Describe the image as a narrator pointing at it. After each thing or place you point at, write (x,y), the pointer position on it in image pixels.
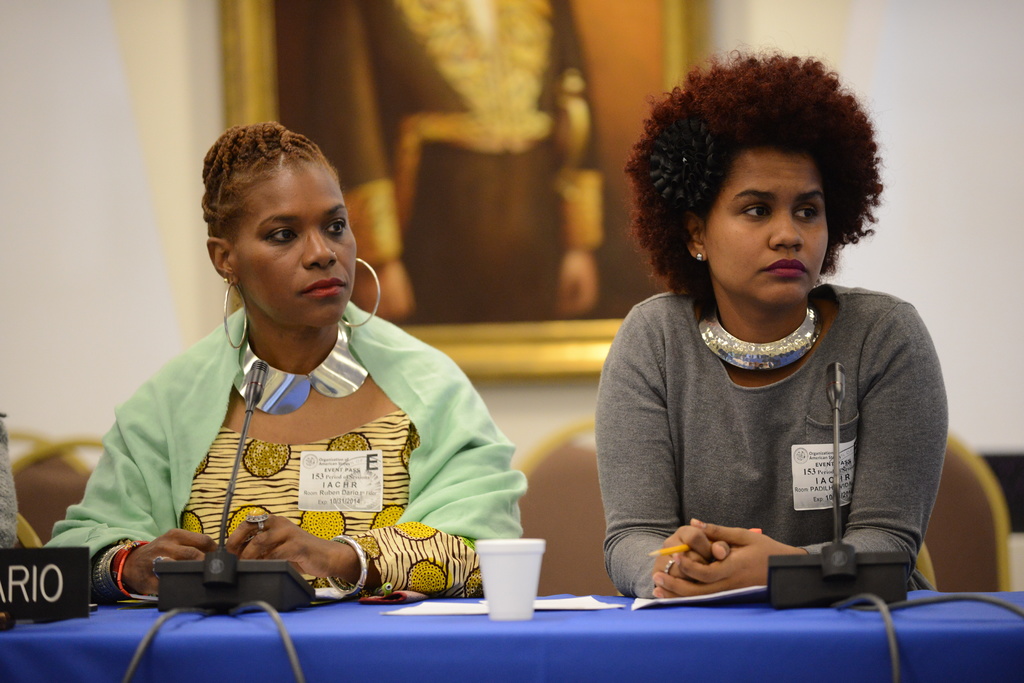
In this image I can see two women (646,574) are sitting on chairs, I can see both of them are wearing necklace (355,364). Here on this table (962,645) I can see mics (833,562) and a glass (492,596). In the background (67,460) I can see few more chairs (71,441) and a painting (539,243) on this wall (965,152).
